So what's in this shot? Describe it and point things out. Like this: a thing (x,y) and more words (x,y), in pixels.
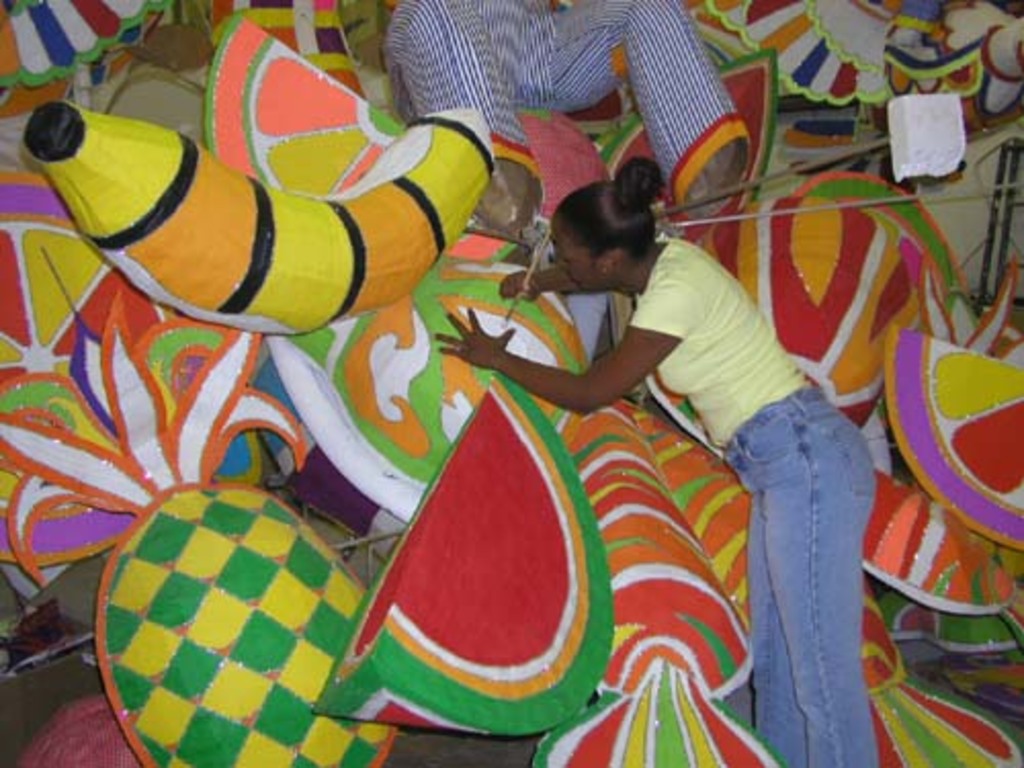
In this image in the center (656,293) there is one woman (736,362) who is holding a brush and painting, and in the background (497,209) there are some toys (626,588), pipes (852,153), ropes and some other objects (48,691). At the bottom (483,749) there is a floor (463,751).
